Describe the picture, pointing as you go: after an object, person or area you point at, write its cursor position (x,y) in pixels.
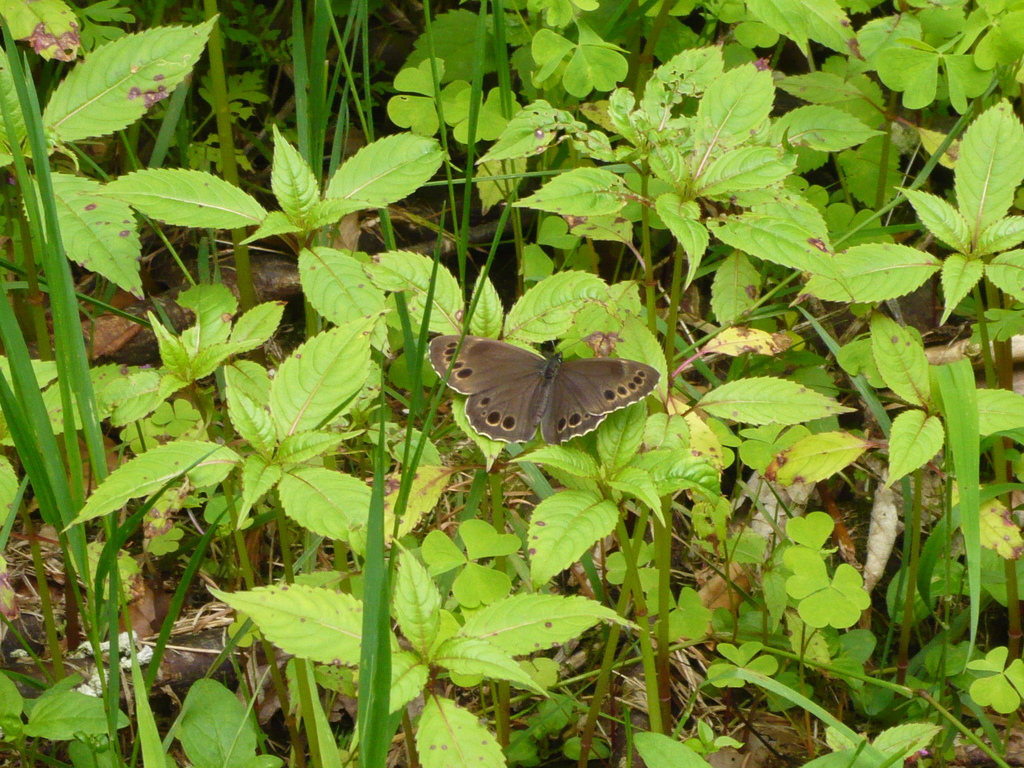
In this picture we can see a butterfly (509,364) on the leaf (543,334). Behind the butterfly (492,392), there are plants (302,343).
